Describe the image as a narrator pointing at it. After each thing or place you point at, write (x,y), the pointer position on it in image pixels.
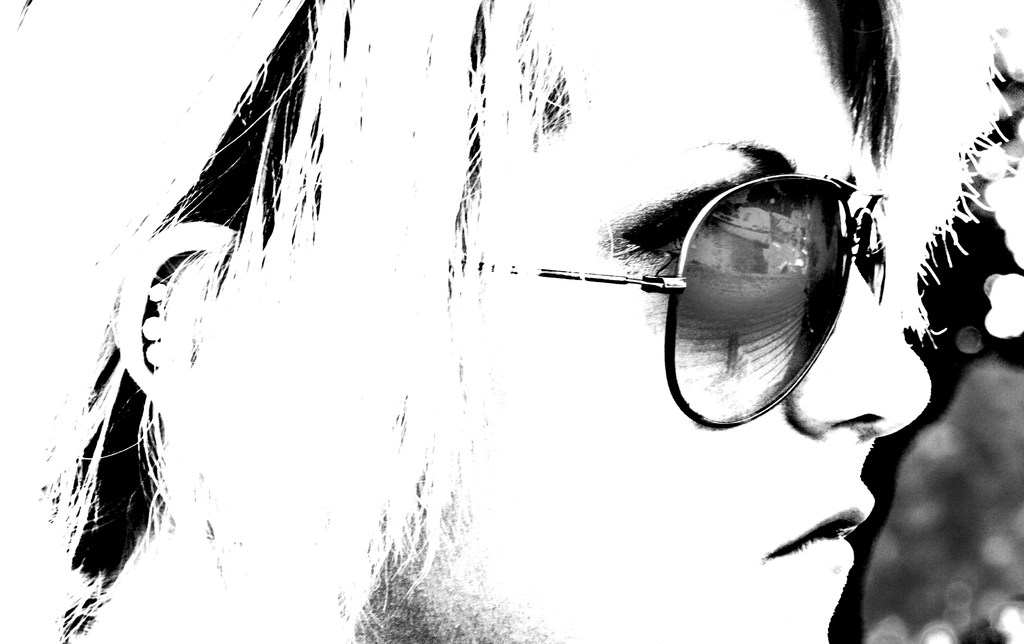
In this picture there is a girl (514,363) in the image.
